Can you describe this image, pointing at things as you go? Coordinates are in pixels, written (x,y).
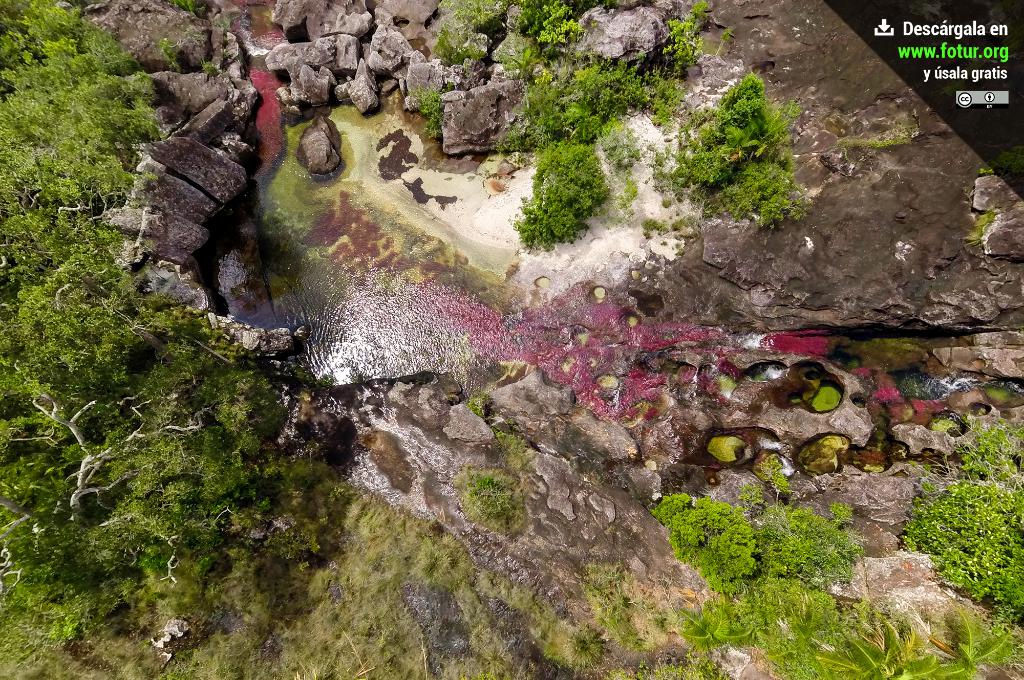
In this image there is a pond of water (358,263), around the water (432,250) there are rocks (487,144) and trees (150,382).
